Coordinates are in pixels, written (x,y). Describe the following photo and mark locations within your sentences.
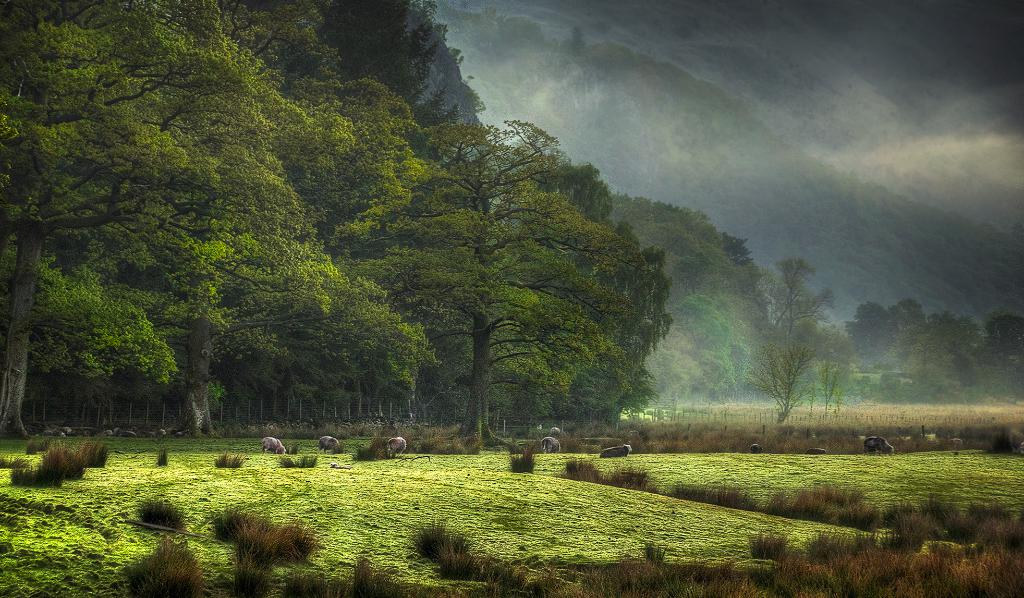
In this image there are trees (331,286) and we can see animals (327,449). At the bottom (539,562) there is grass (752,581). In the background (868,115) there are hills (854,115) and sky (919,52).
